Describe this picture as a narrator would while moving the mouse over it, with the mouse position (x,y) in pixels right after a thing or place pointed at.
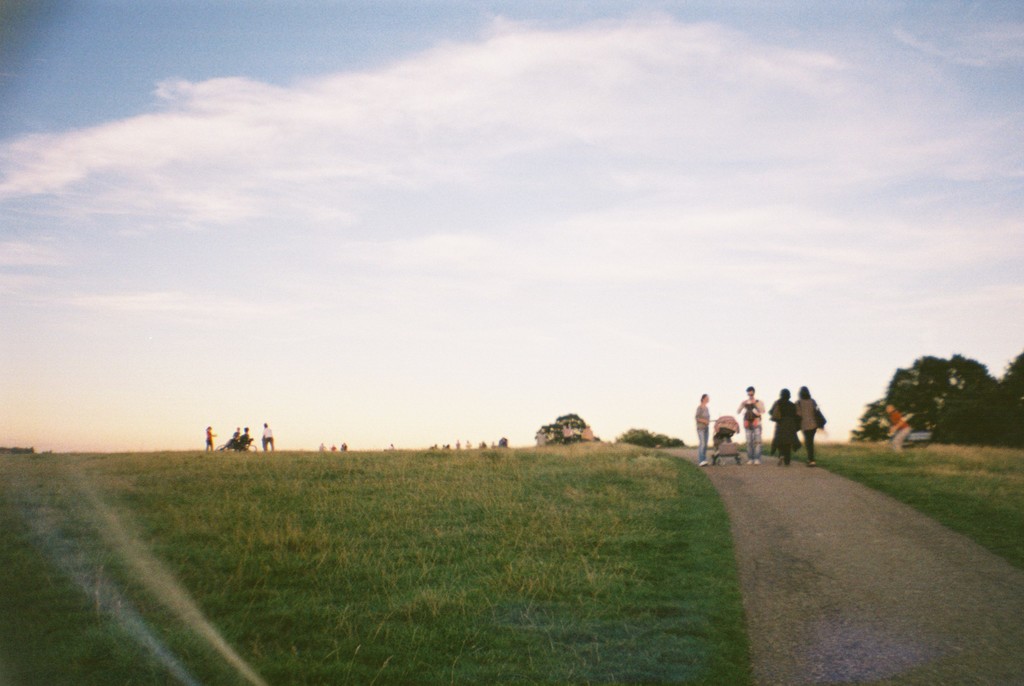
In this image we can see a grassy land (294,541). There are many people (793,426) in the image. There is the sky (736,415) in the image. There is a road (838,580) in the image. There are many trees (1005,385) in the image.
